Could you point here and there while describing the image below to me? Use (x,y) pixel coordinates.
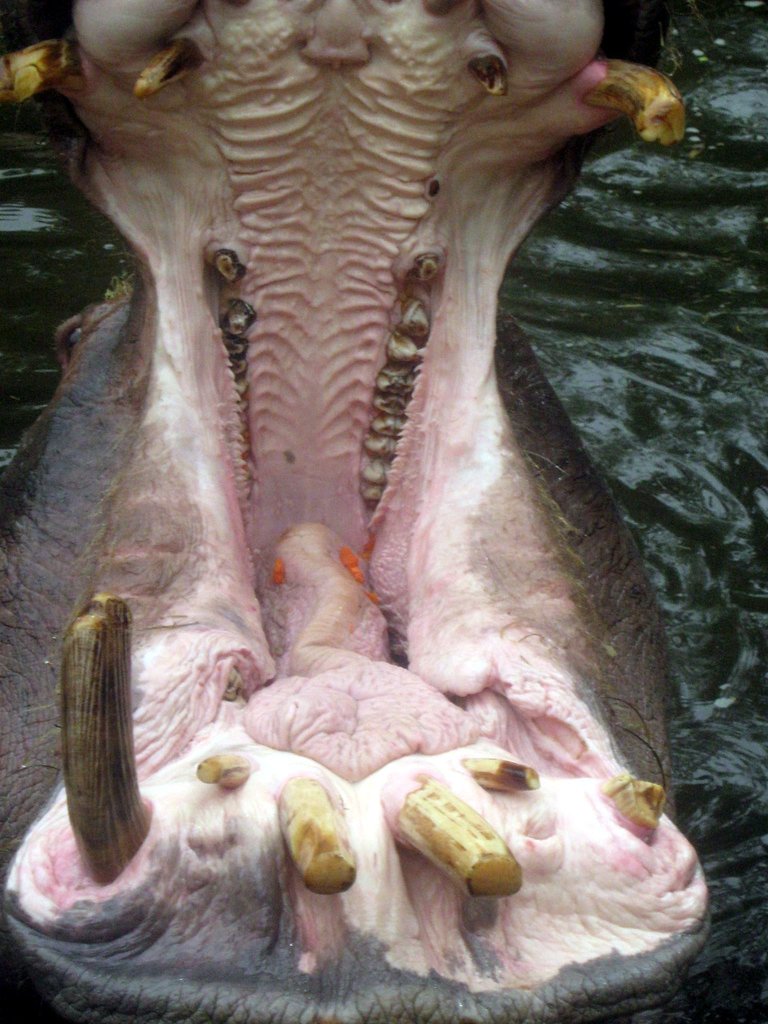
In this image we can see hippopotamus (286,528) in water (36,348).
